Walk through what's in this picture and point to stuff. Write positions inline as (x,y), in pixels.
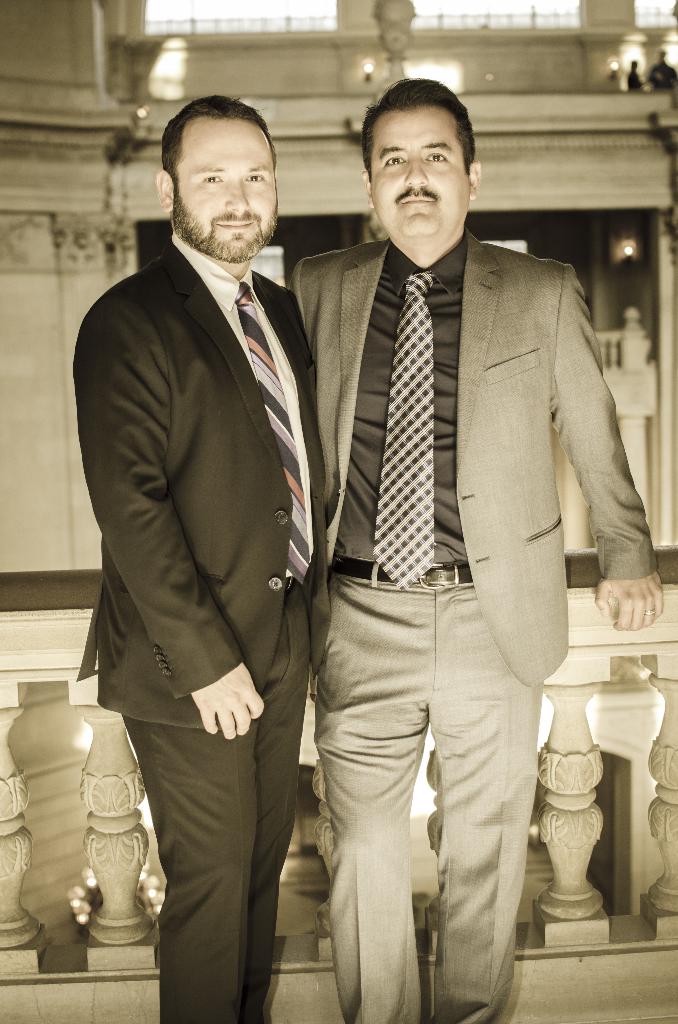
In this image we can see two men (255,514) are standing at the fence (284,1023). In the background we can see lights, few persons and fence (322,827).
